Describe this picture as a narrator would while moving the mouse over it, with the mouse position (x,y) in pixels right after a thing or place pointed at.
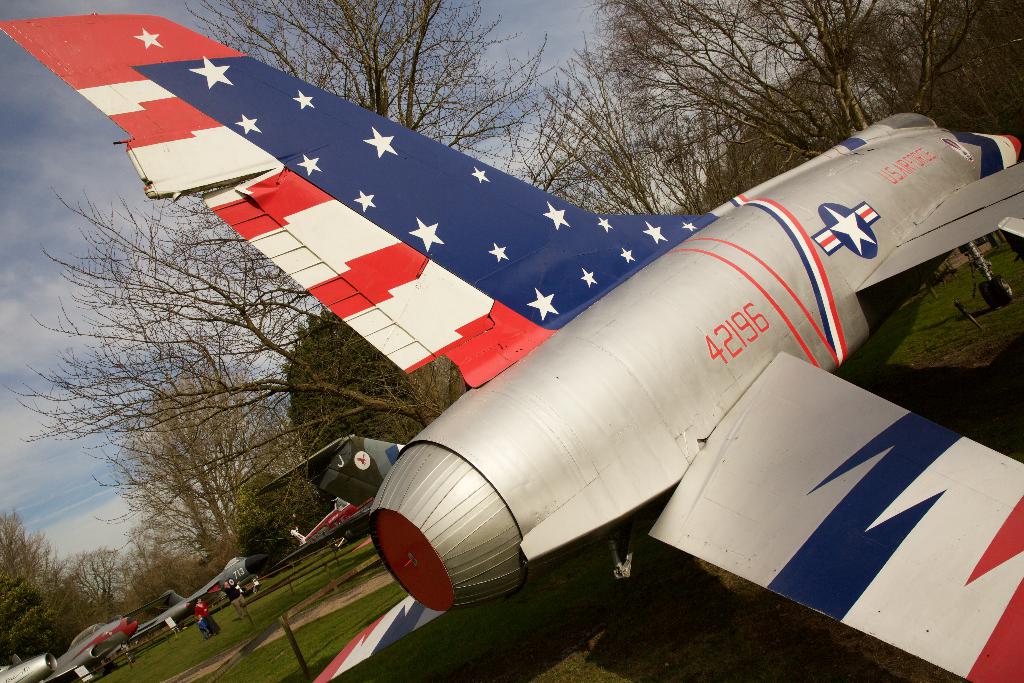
In the picture I can see some planes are in the grass (404,645), around we can see some trees (877,101) and few people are standing.
